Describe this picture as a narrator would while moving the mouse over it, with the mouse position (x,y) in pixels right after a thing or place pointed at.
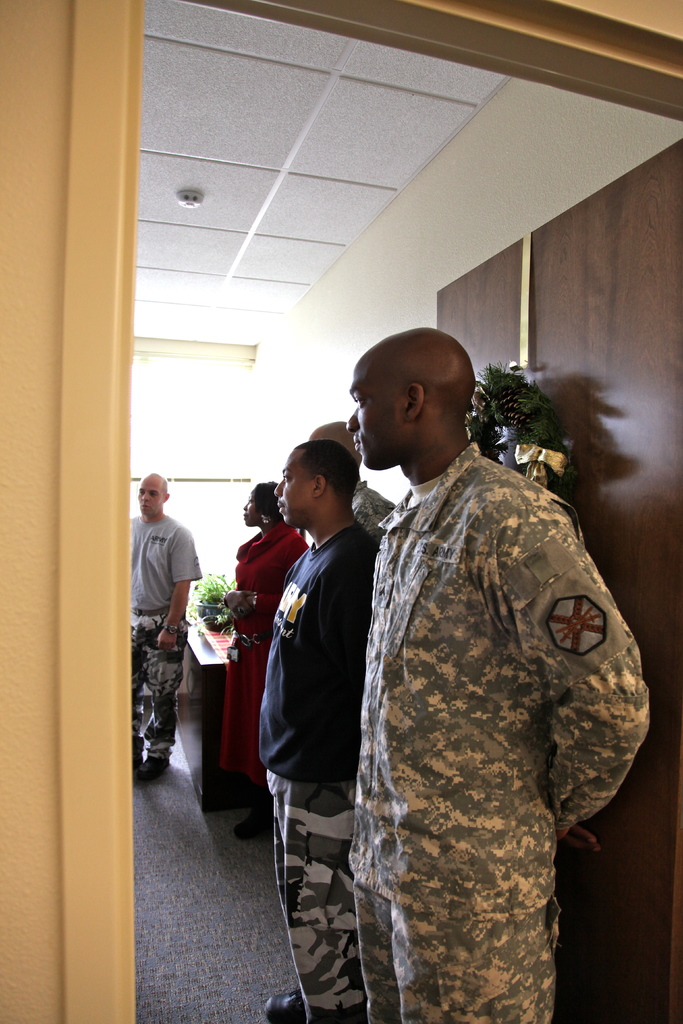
There are few persons (245,712) standing on the floor (191,957) and this is a table (187,722). There is a carpet (177,923) on the floor (252,920). Here we can see a door (587,442), bouquet (540,413), and a wall (372,299).
